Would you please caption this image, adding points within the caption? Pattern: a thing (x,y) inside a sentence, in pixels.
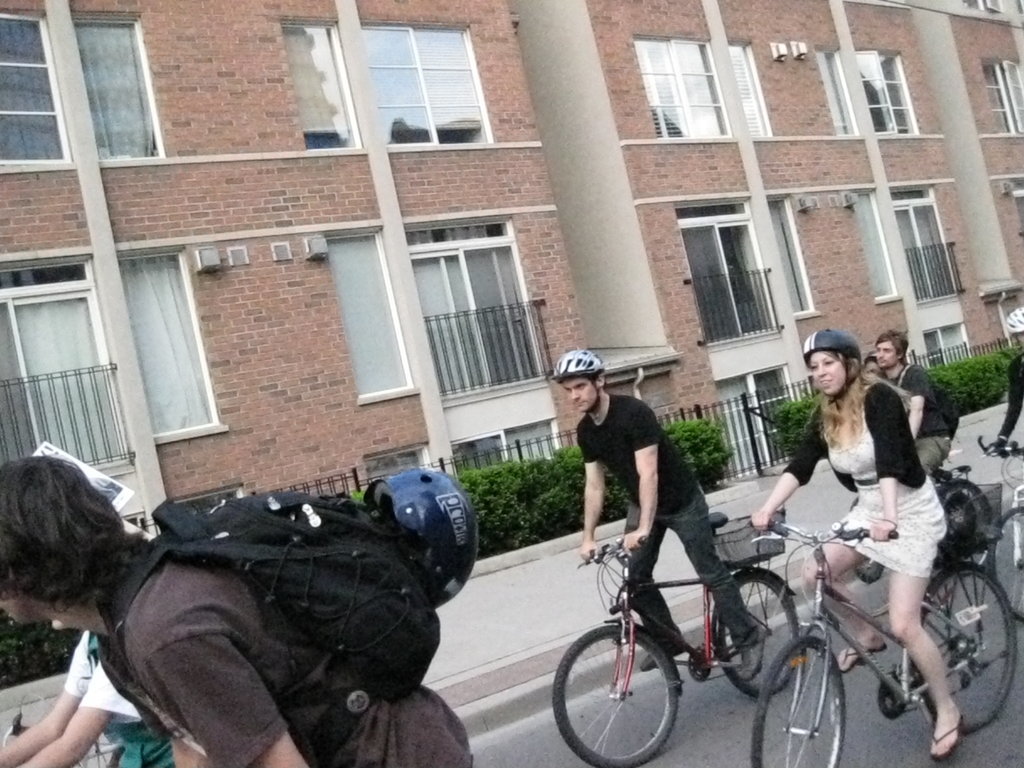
The image is outside of the city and there are group of people (915,502) who are riding their bicycles (786,697). In middle (600,472) there are two people (640,471) both man (643,494) and woman (807,470) are riding their bicycles (798,536) and also wearing their helmets (835,350). On left side (148,634) there is a man (165,637) who is riding his bicycle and wearing his bag (262,520). In background (284,315) there are buildings (494,349), windows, plants (541,511), footpath (551,605).
